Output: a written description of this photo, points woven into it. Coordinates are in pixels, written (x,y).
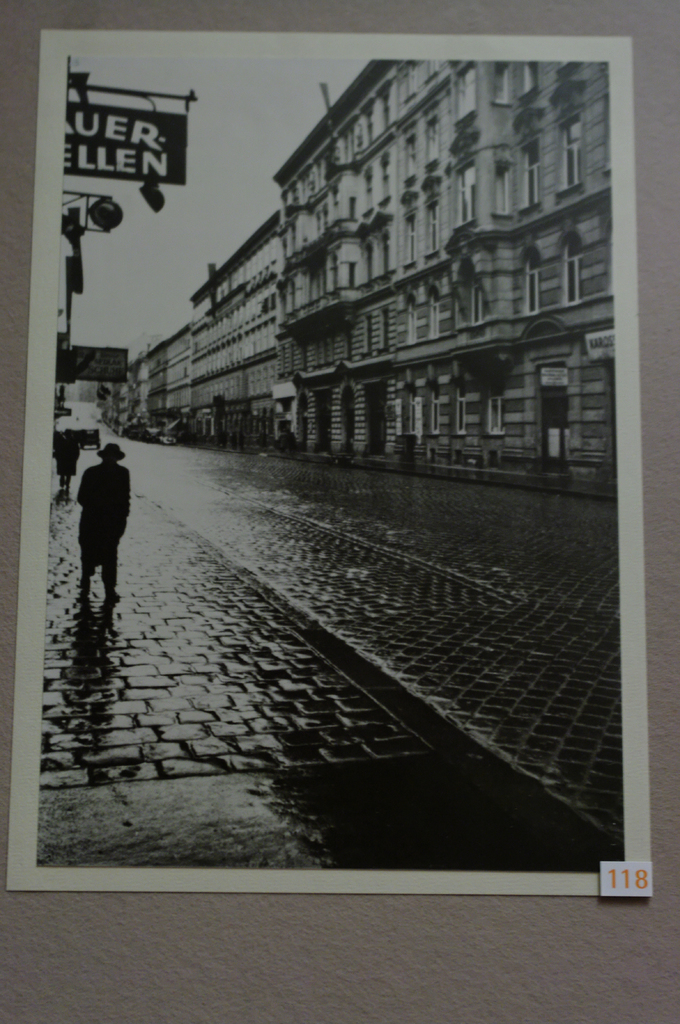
In this image I can see people (121,506) are standing on the road (212,552). Here I can see buildings (395,312) and a board (128,155) which has something written on it. I can also see the sky (226,214). This is a photo which is black and white in color.
